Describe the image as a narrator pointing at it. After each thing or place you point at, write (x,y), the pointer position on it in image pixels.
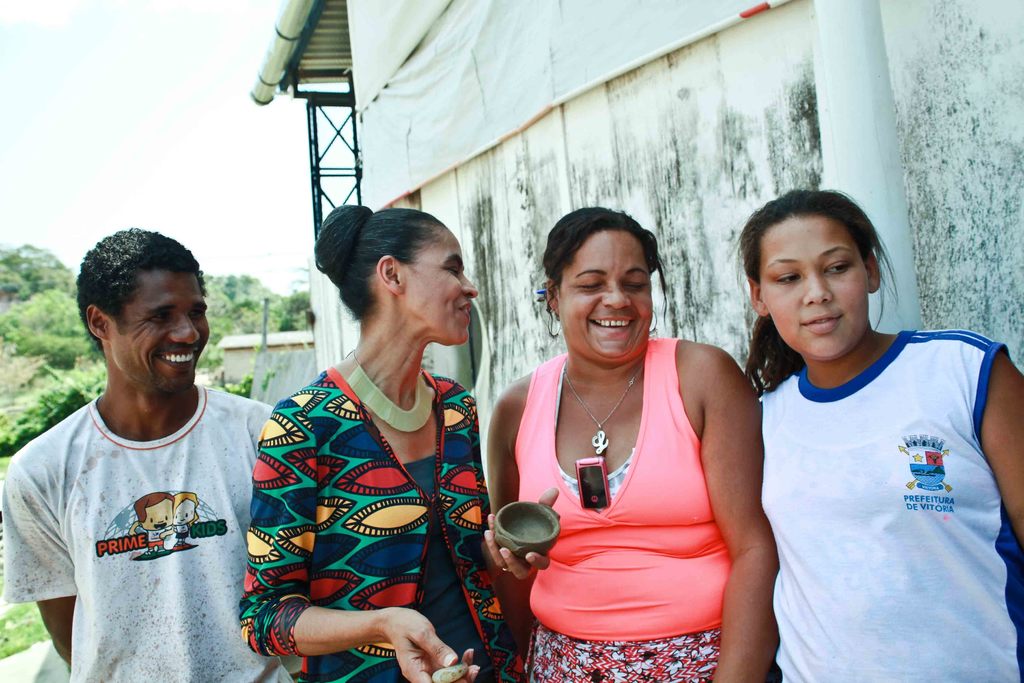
In this image I can see three women (636,456) and a man (175,519) wearing white colored t shirt (137,533) are standing. In the background (691,118) I can see a building (650,106), a white colored pole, few trees (207,355) which are green in color and the sky (123,182).
